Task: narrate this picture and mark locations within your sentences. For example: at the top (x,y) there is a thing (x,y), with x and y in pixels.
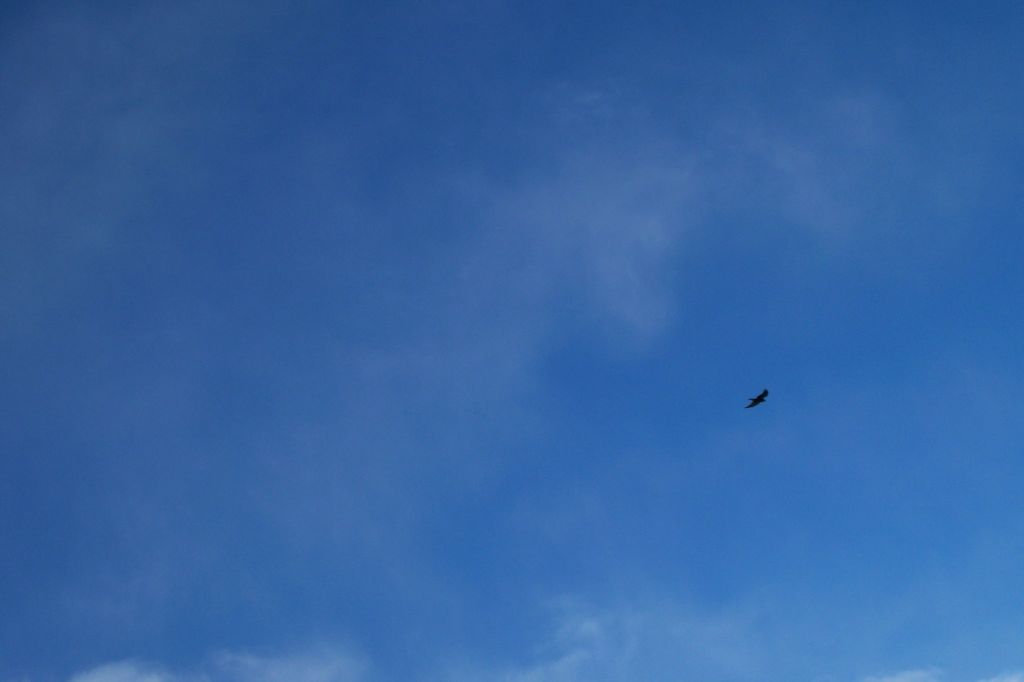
There is a bird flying in the sky (840,429) as we can see on the right side of this image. There is a sky (404,349) in the background (414,346).
